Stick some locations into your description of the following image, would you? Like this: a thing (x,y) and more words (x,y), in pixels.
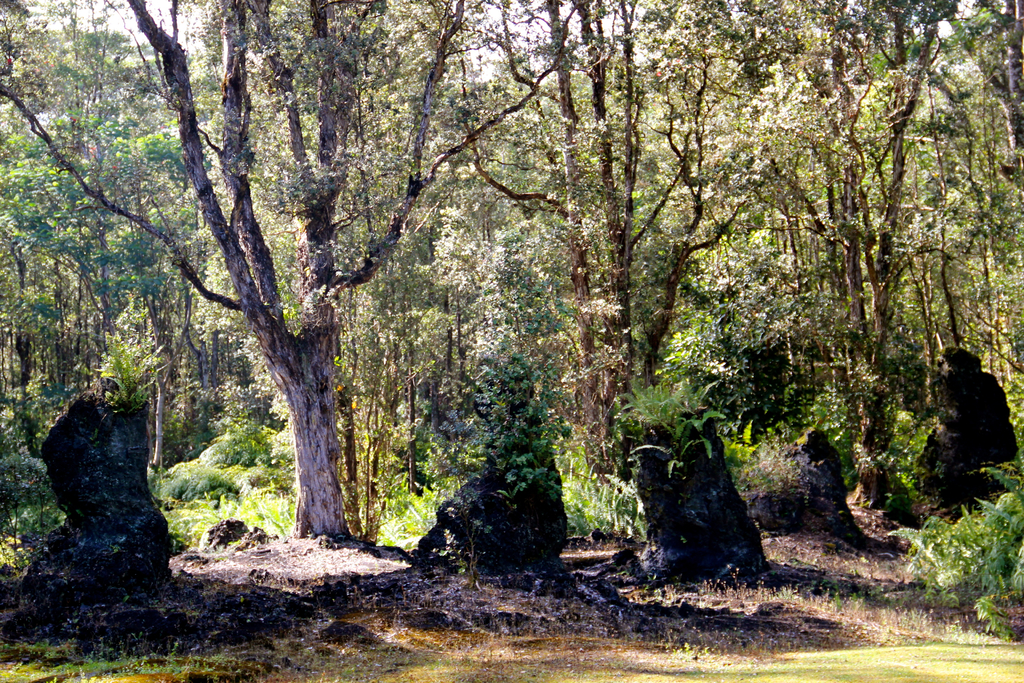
In this image in the foreground (208,212) there are some trees (194,239), and at the bottom (847,668) there is grass (937,646) and sand (884,538).
